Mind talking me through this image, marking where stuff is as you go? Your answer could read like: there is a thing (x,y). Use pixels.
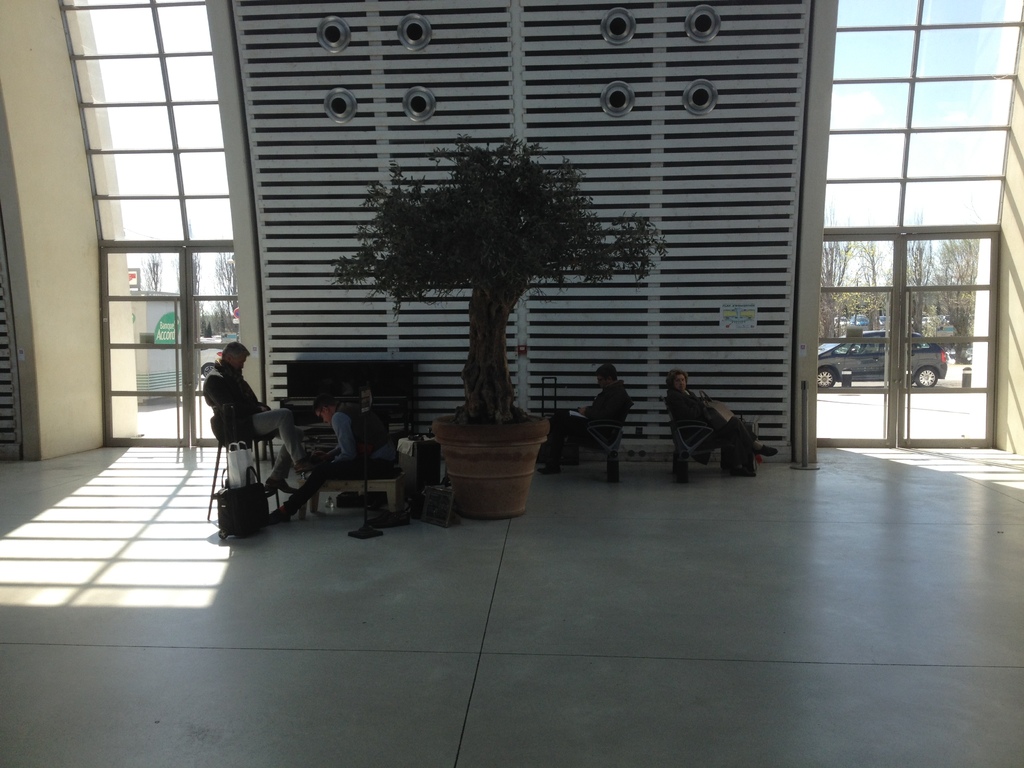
In this picture I can see few people (253,406) are sitting in the chairs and I can see couple of bags (240,482) on the floor (473,604) and looks like a tree (471,366) in the pot (511,466) and from the glass door (872,399) I can see a car (874,362) and few trees (877,305) and a building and I can see a blue sky (948,38).
